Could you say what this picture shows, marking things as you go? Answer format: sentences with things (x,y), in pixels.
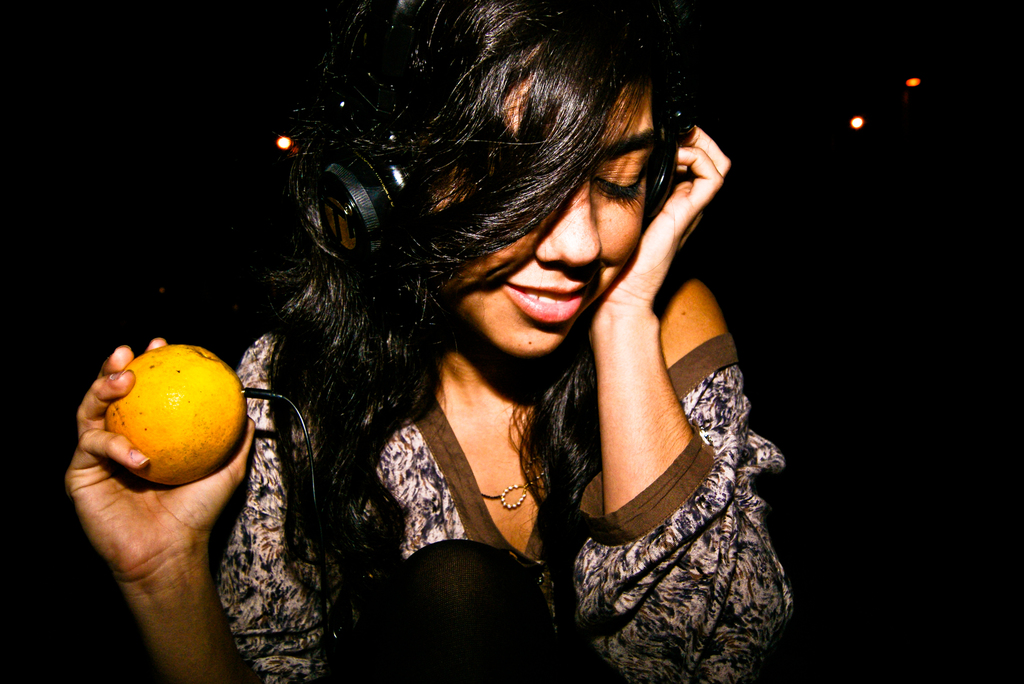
This woman (619,79) is smiling, wire headset (396,215), holding headset (396,215) with one hand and holding fruit (188,410) in another hand (211,506). These are focusing lights (917,80). Background (98,268) it is dark.
